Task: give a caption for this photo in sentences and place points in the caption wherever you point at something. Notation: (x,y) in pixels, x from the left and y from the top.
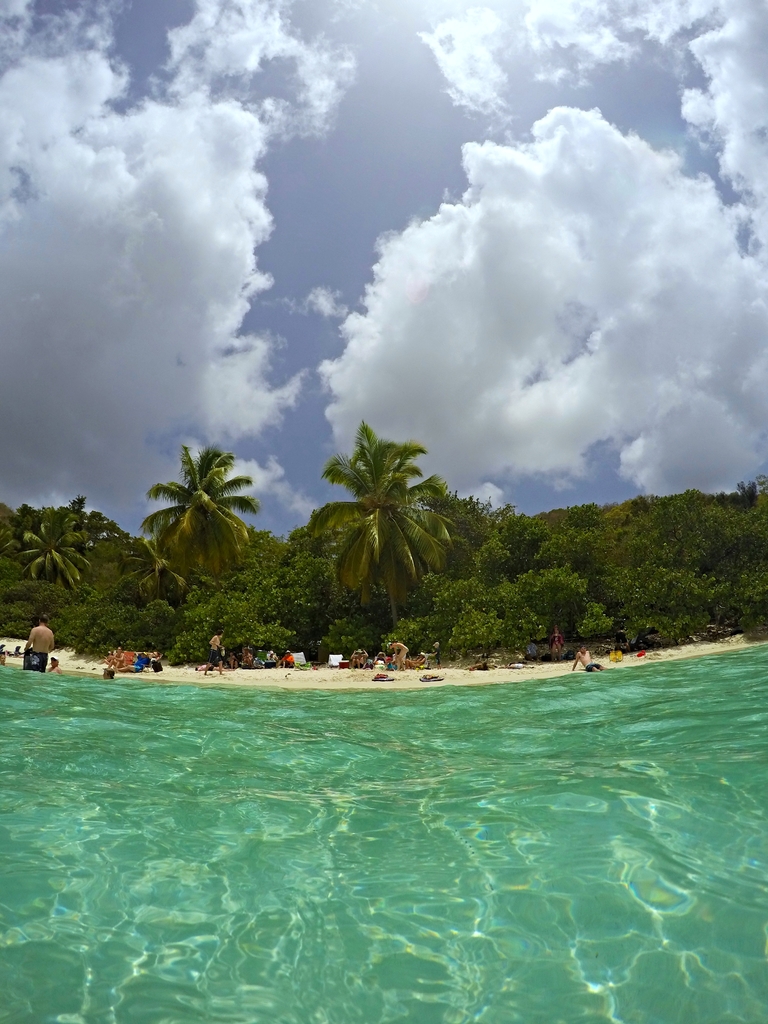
There is water (211,716). In the background (231,666) there are many people (355,666), trees (371,535) and sky (397,237) with clouds (533,244).
